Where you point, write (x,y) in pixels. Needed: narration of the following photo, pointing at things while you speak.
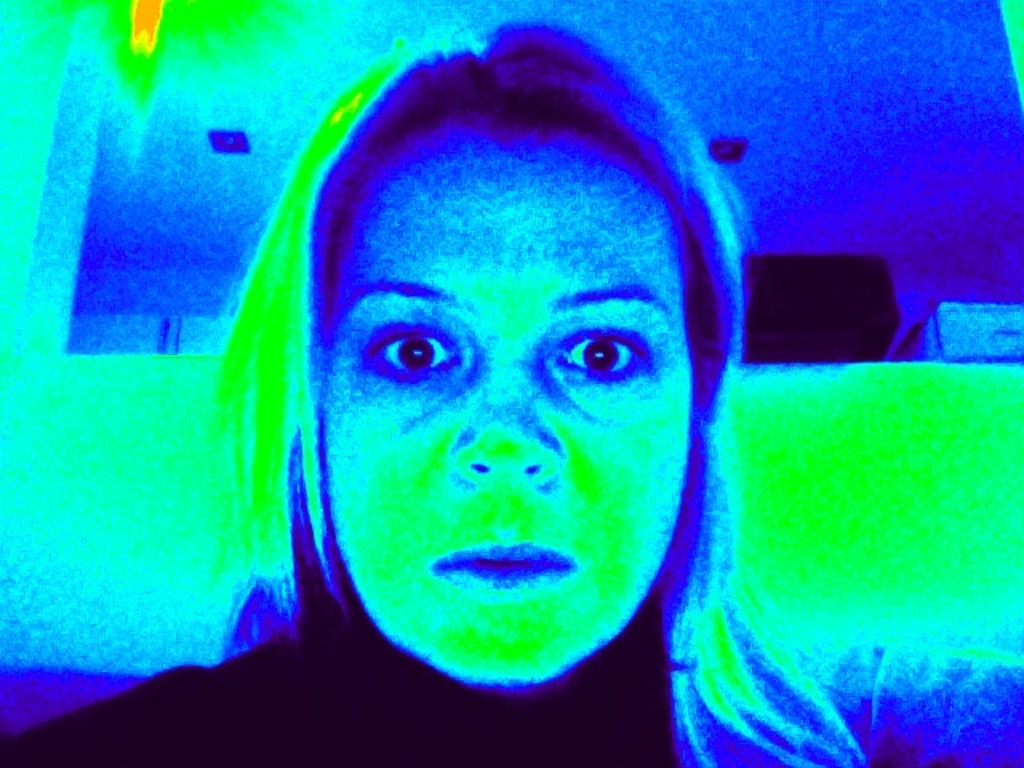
This image is an edited image. In the middle of the image (593,467) there is a girl (567,652). In the background (126,271) there is a wall (892,376) and there are a few objects (820,337). At the top of the image (731,40) there is a roof (375,31).
